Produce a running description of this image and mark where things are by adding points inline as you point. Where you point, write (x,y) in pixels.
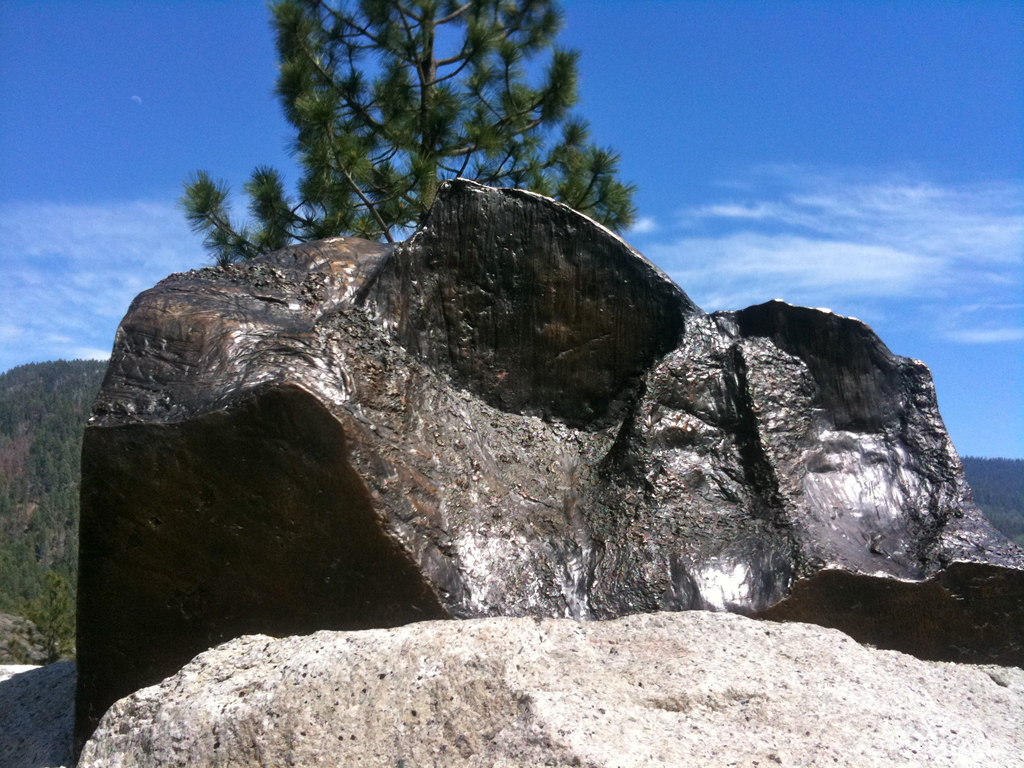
In this image I can see few stones (491,517) and a tree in the front (708,422). In the background (52,388) I can see number of trees (49,360), clouds (977,312) and the sky (669,112).
